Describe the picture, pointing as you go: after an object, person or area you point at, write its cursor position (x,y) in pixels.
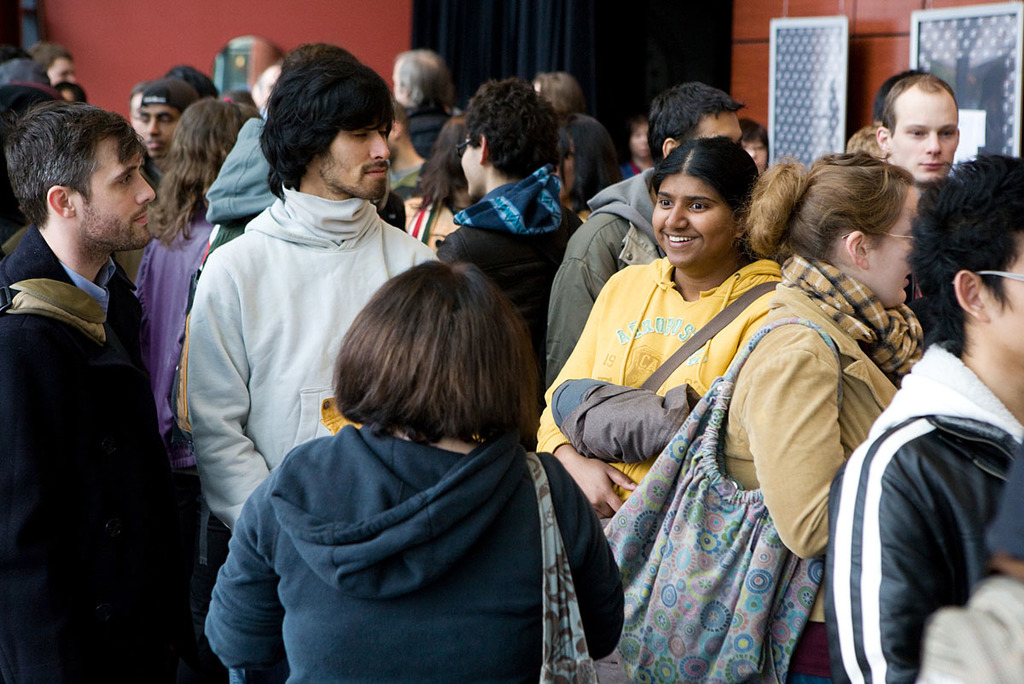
In this picture we can see some people (430,314) standing, in the background (365,38) there is a wall (392,20) and curtain (460,21), on the right side (816,44) there are two boards (952,63), a woman (811,407) on the right side (795,441) is carrying a bag (737,542).
